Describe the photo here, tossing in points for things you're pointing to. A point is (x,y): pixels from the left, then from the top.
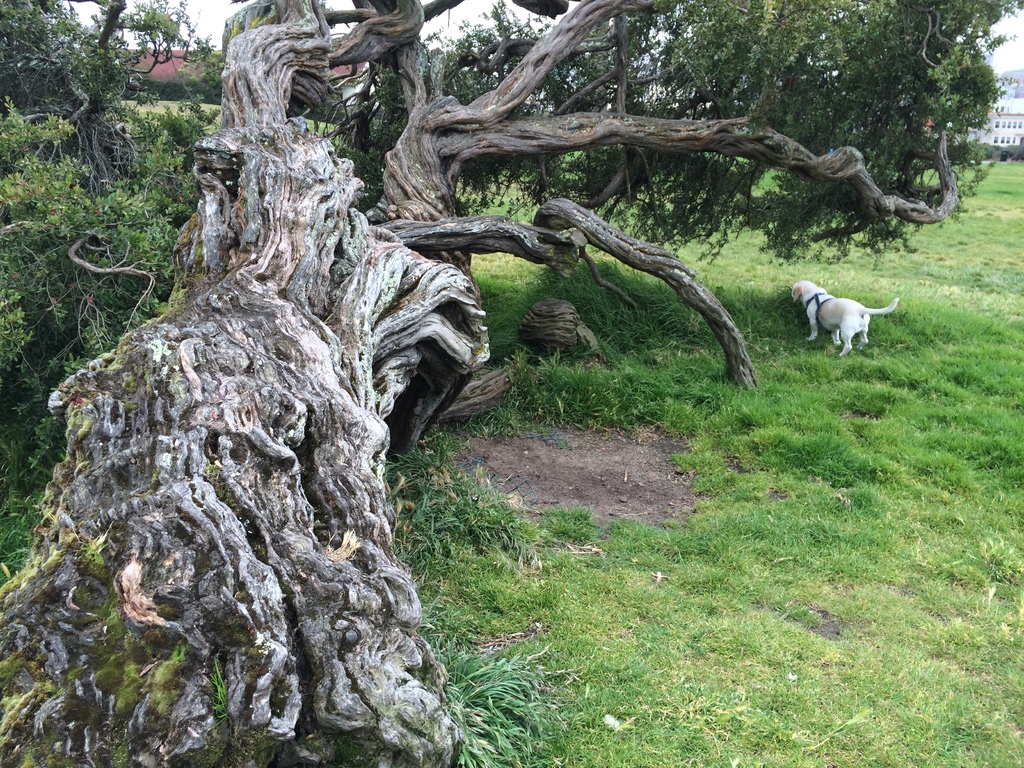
This image is taken outdoors. At the bottom of the image (698,654) there is a ground (679,497) with grass (845,475) on it. At the top of the image (196,9) there is the sky (207,17). On the left side of the image (207,586) there is a tree (397,197) with branches (498,221), stems (505,142) and green leaves (720,62). On the right side of the image (994,124) there is a building (1006,112) and there is a dog (847,311) on the ground (749,351).
